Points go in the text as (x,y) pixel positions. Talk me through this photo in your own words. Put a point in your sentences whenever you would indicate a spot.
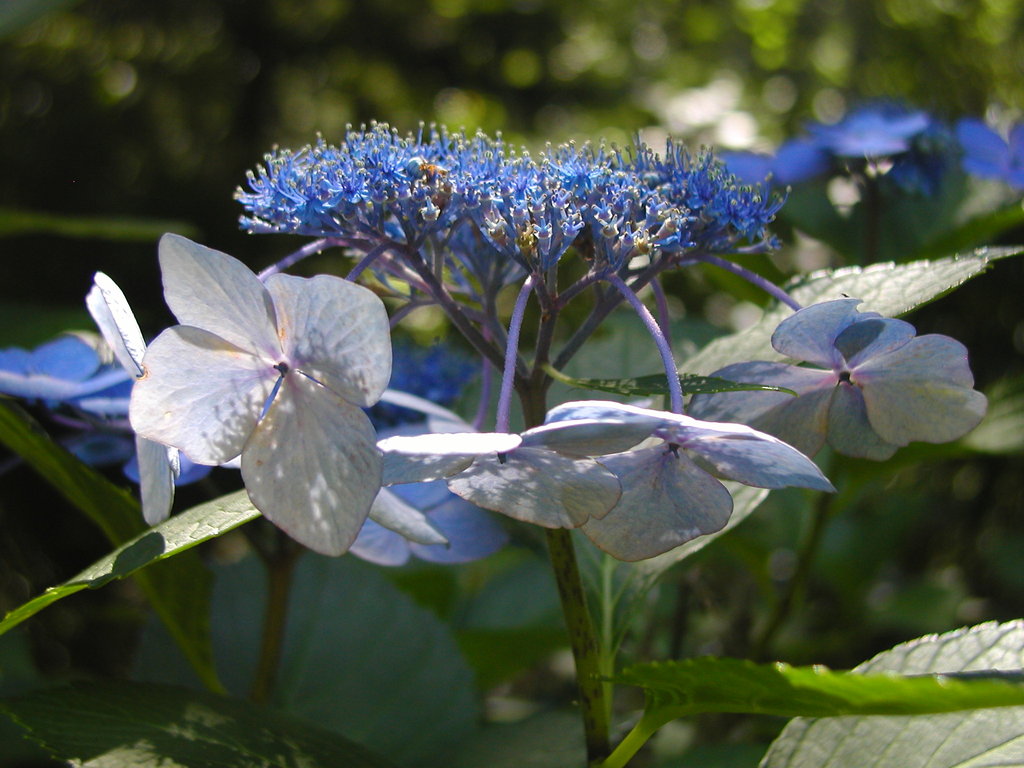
In this picture there are flowers (804,320) on the plants (634,597) and the flowers (617,255) are in blue color. At the back (926,64) there are trees (764,92).
